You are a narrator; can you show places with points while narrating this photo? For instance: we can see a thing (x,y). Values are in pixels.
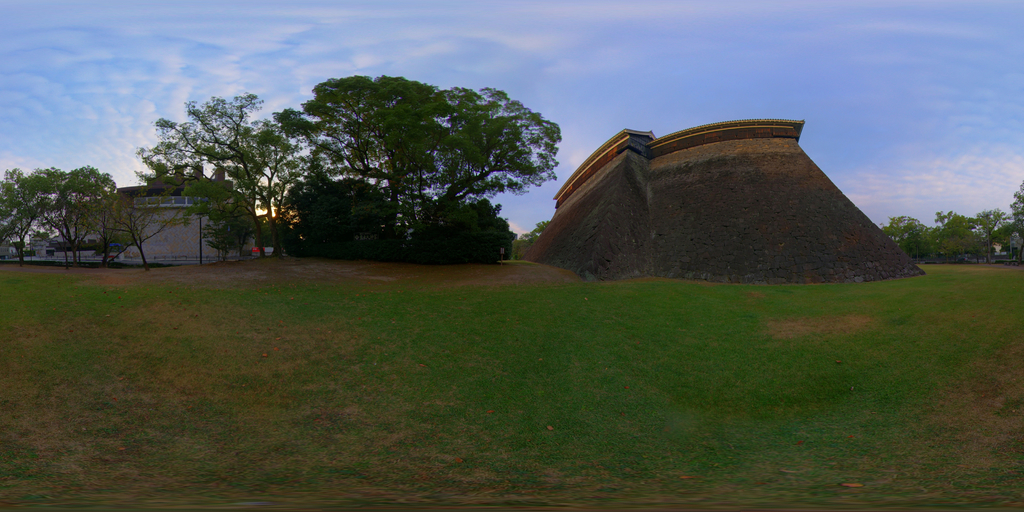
In this image there is a construction (670,261), trees (447,203), buildings (152,215), grass (448,394), sky (590,94) and clouds (311,41).
